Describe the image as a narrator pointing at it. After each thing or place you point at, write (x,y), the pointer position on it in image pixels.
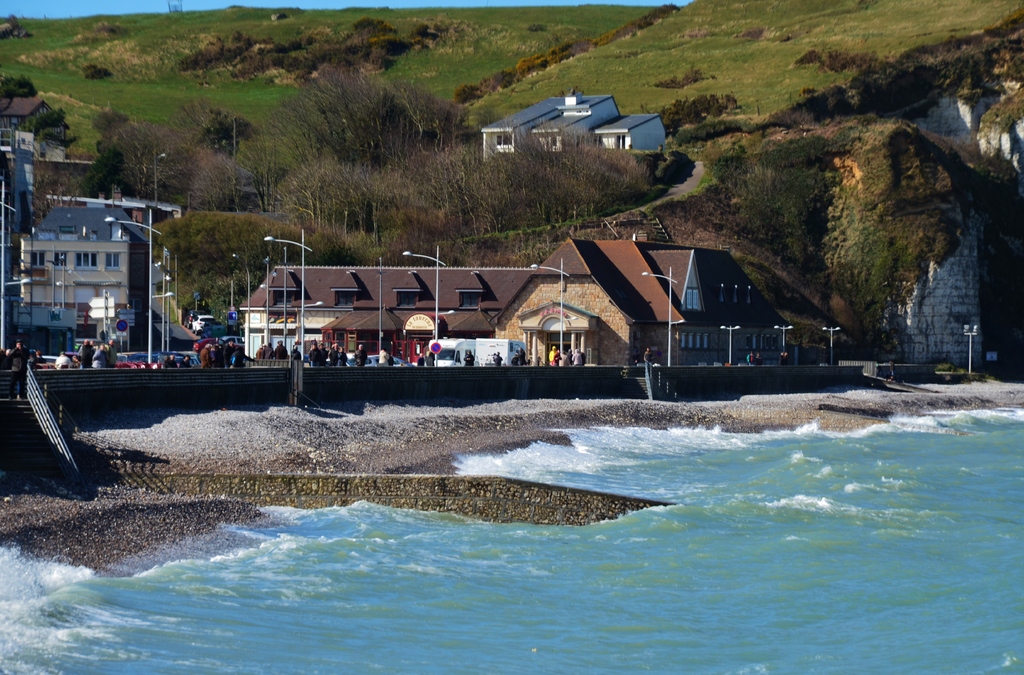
In this picture we can see few poles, group of people (242,358), vehicles (146,362) and water (758,554), in the background (463,279) we can see buildings (732,274) and trees (364,188).
